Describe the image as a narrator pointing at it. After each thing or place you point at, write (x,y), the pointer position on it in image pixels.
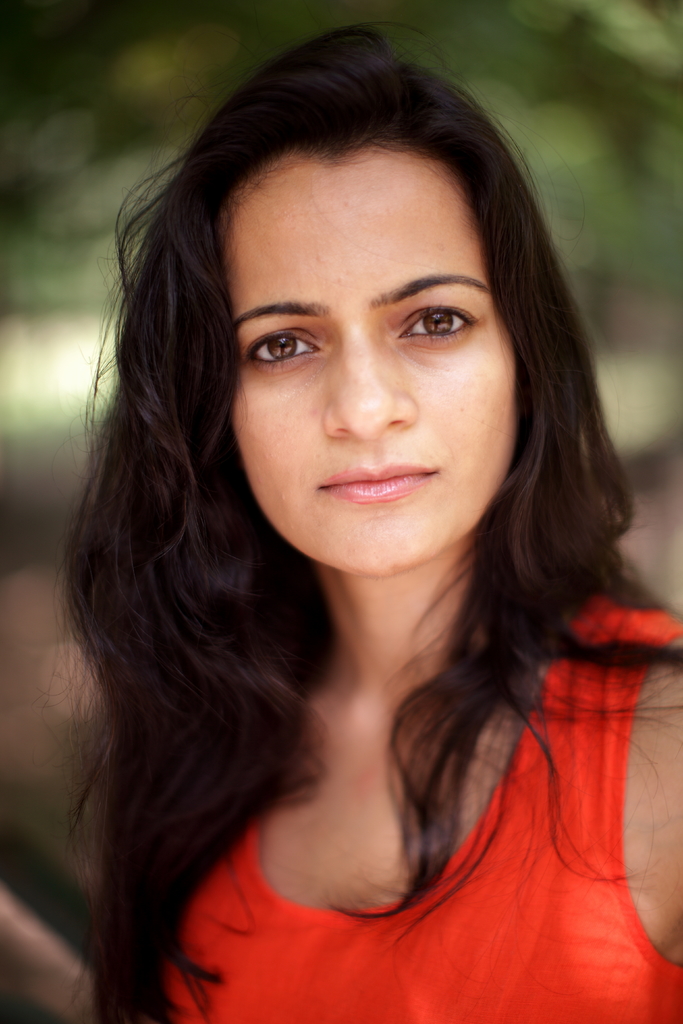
In this picture, there is a woman (426,746) wearing a red top (485,825). In the background (41,180) there are plants (677,218).
